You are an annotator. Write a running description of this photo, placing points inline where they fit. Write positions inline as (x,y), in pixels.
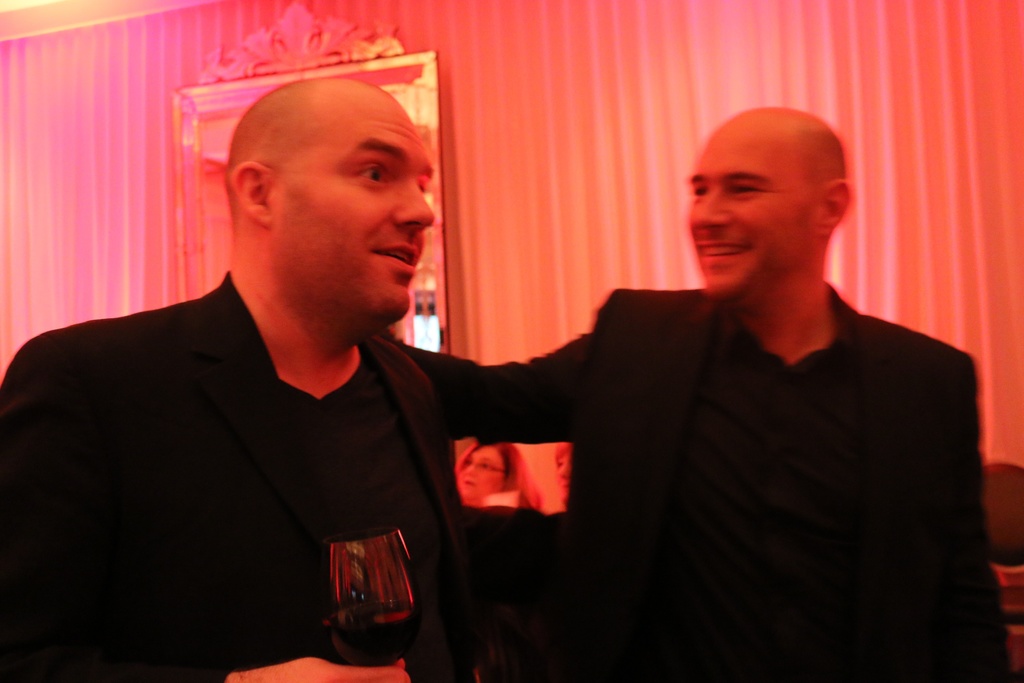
In this image there are two men (541,431) in the middle (508,417). The man (344,475) on the left side (317,534) is holding the glass (389,561) while the man (723,417) on the right side (720,415) is keeping his hand (487,382) on the man (352,382) who is beside him. In the background (568,178) there is a mirror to the wall (537,117).
